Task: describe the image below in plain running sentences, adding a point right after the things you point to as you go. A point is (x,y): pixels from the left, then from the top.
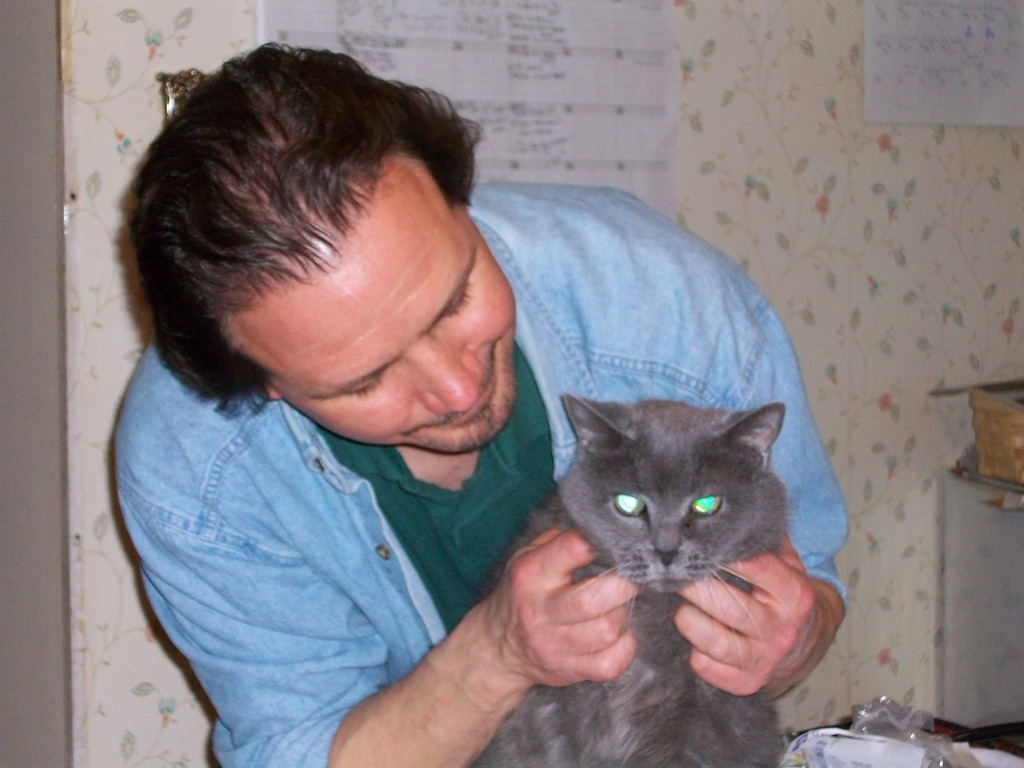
As we can see in the image, there is a man (555,459) holding a cat (655,629).
